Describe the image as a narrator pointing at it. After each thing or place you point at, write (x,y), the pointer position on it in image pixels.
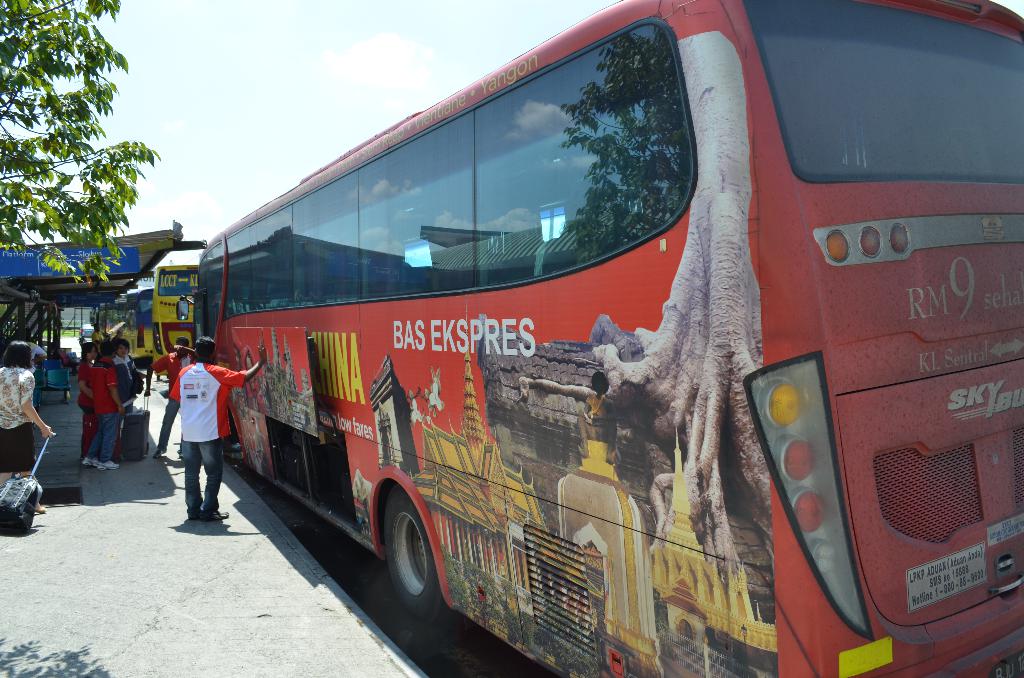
This image is taken outdoors. At the top of the image (275,121) there is a sky (270,82) with clouds (343,43). At the bottom of the image (141,614) there is a road (195,583). On the left side of the image (61,183) there is a tree (50,144) and there is a bus stop (52,317). A few people (58,348) are sitting on the chairs (43,370) and a few (6,347) are standing on the road (57,408) and they are holding luggage bags (1,491) in their hands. In the middle of the image (462,310) two buses (304,327) are parked on the road (224,468).
